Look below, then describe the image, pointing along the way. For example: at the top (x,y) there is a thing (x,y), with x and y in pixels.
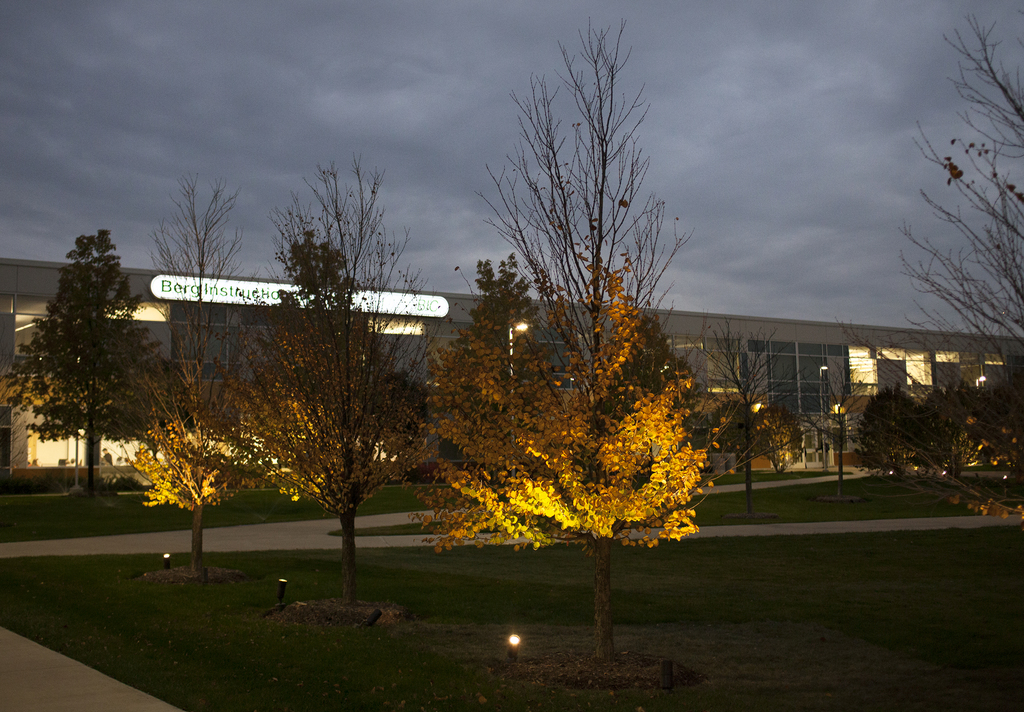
In this image there is a building (865,367), in front of the building (875,390) there are trees (387,440), street lights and few focus lights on the surface (535,611) of the grass (479,621). In the background (358,128) there is the sky (449,132).
